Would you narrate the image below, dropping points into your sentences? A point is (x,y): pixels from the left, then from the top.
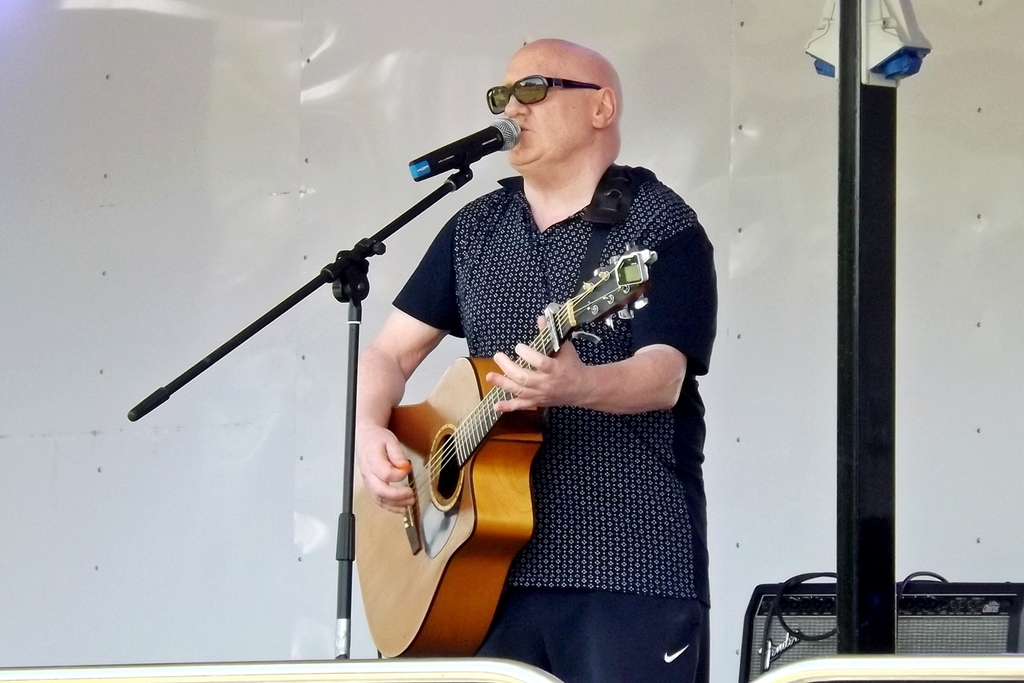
In this image, there is a person (657,625) standing and singing a song in front of the mike (443,158) and playing a guitar (513,436). The background (298,14) is white in color. Beside that there is an amplifier (904,600) and metal pole (858,371) black in color. This image is taken inside a hall (706,67).
